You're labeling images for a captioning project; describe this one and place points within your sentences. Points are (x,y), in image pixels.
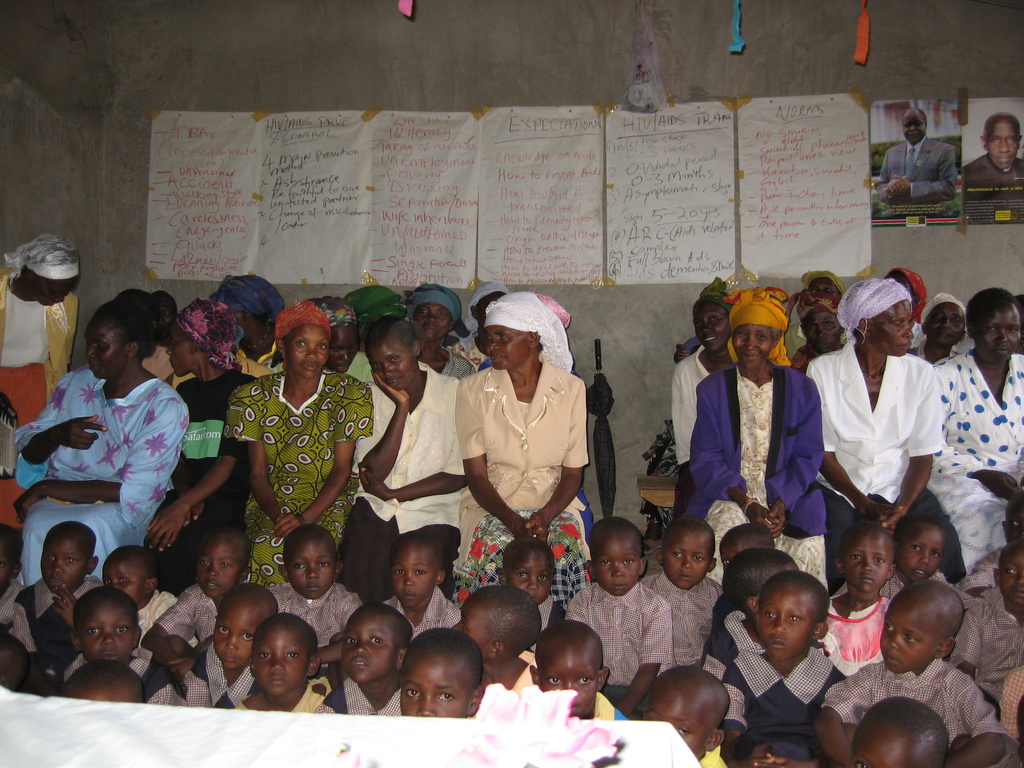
In this picture there are group of people (676,369) and children (7,538) those who are sitting in the center of the image (595,480) and there are posters (204,190) on the wall (533,102) in the center of the image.
